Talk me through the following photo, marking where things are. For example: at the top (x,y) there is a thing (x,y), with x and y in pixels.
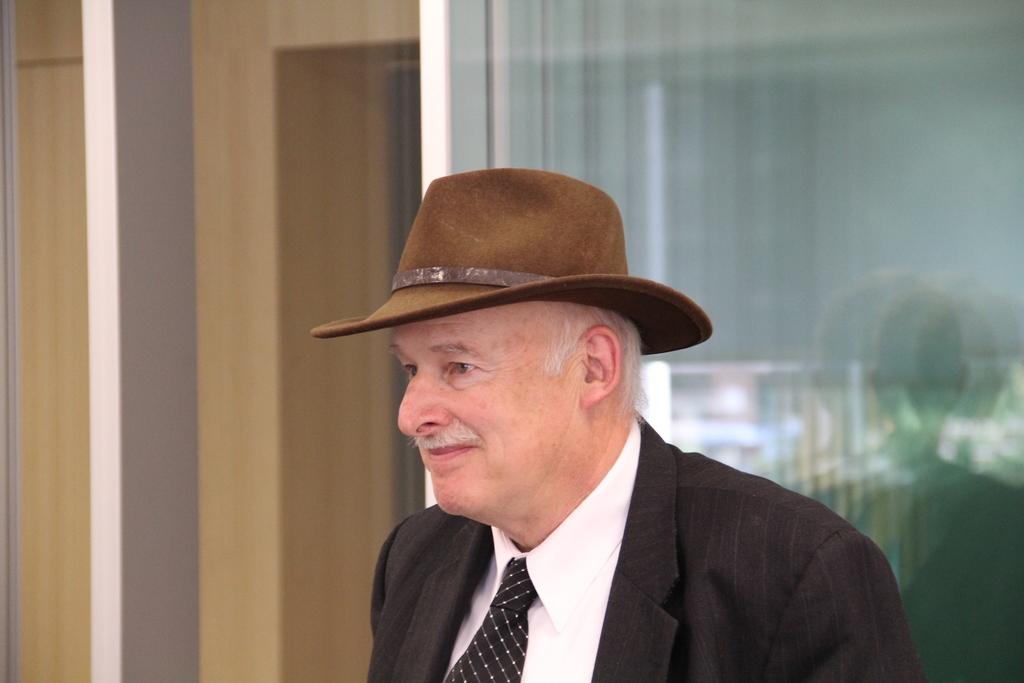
In this image we can see a man (647,455). He is wearing a suit (678,633) and a tie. Here we can see a cap (474,190) on his head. In the background (780,224), we can see a glass window (946,232).
